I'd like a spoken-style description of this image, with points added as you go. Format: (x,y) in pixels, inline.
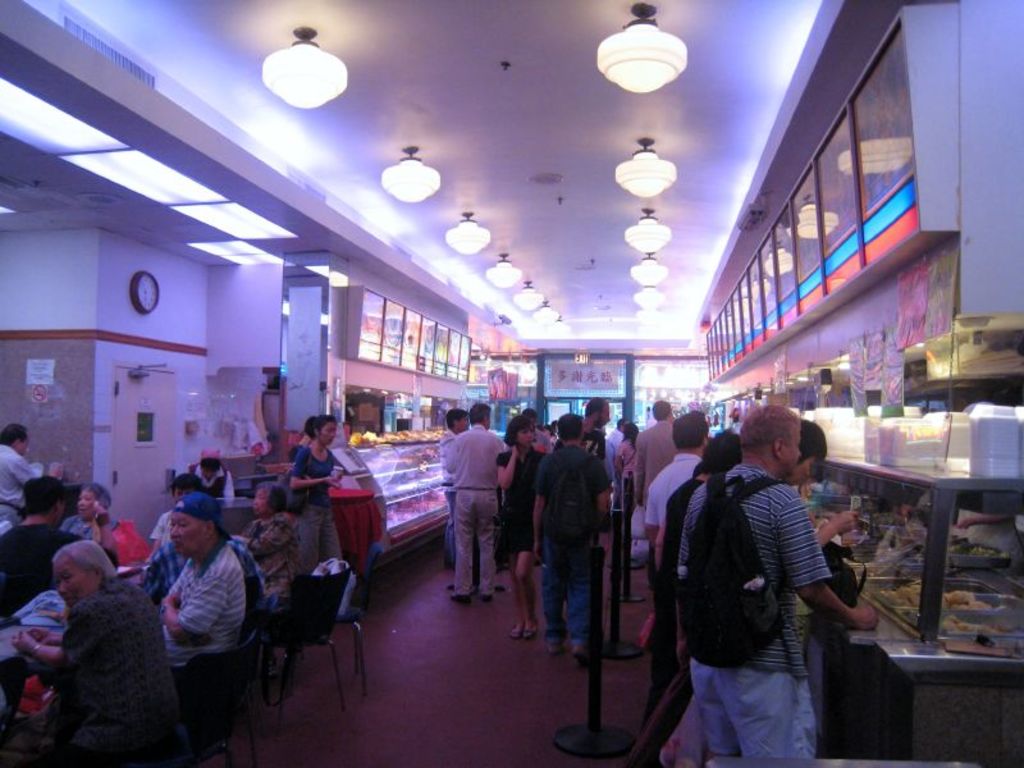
This is the picture of a room (470,350). In this image there are group of people (716,730) standing. On the left side of the image (127,714) there are group of people (98,730) sitting on the chairs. At the back (426,444) there is food (988,551) on the bowls (973,593) and there are objects (818,419) on the tables (991,502). At the top (462,244) there are lights (658,281). At the back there is a door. On the left side of the image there is a clock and there are posters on the wall (105,309) and there is a door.
